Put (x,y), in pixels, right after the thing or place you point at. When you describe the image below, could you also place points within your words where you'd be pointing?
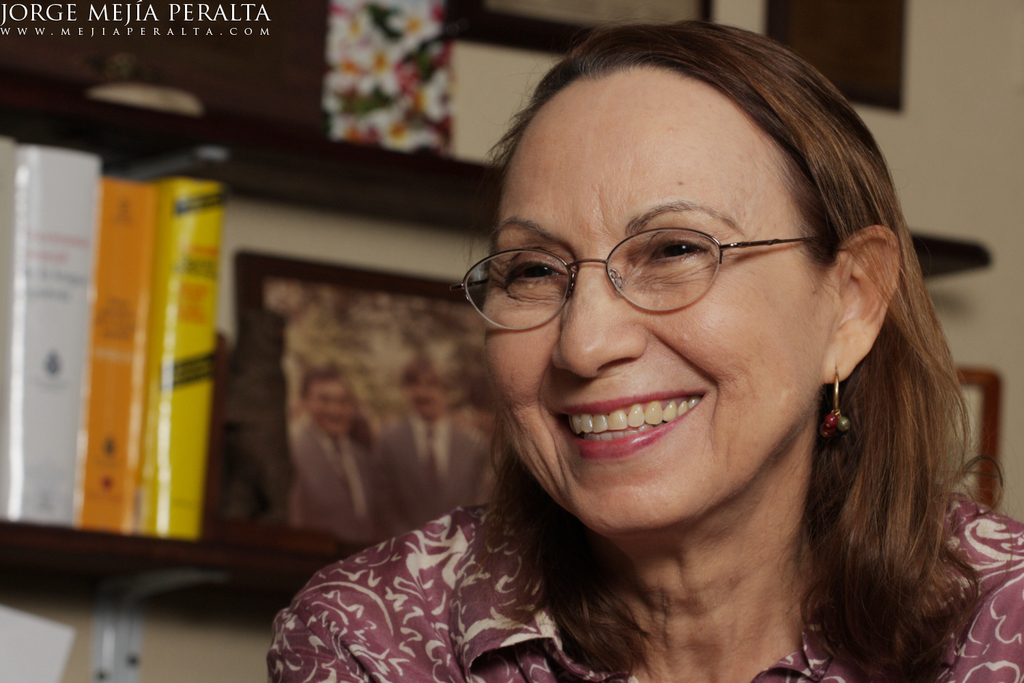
In this image in the foreground (614,464) there is one woman (704,375) who is wearing spectacles (466,289) and smiling, and in the background (424,286) there are some books (202,297), photo frames (330,315) and some objects (442,16). And in the background (944,81) there is wall (937,154), and at the top of the left corner (26,16) there is text (181,12).
